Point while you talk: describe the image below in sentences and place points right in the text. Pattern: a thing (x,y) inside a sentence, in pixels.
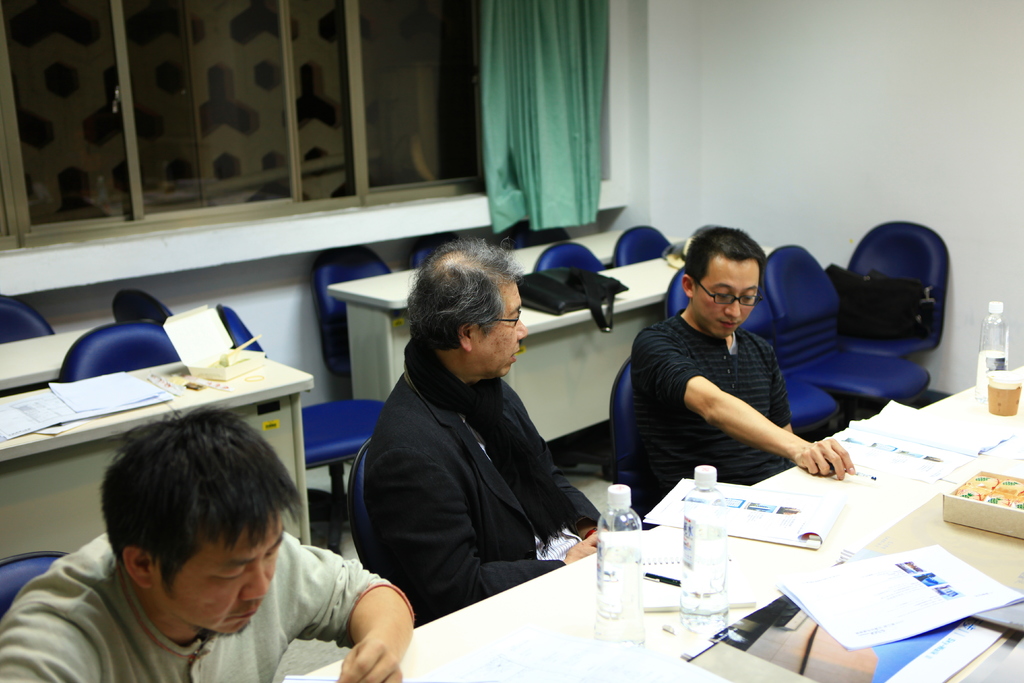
In this image I can see inside view of a room (509,358), in the room (588,470) I can see tables (666,619), on the table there are bottles (991,325), papers (931,444), books (945,453), there are some chairs (148,311) visible, on the chairs (358,447) there are three persons (704,347) visible in front of table (453,623), there is a window (131,222), wall (777,125), a curtain (566,89). There is a black color bag (559,290) kept on the table (557,328) in the middle (551,303).
